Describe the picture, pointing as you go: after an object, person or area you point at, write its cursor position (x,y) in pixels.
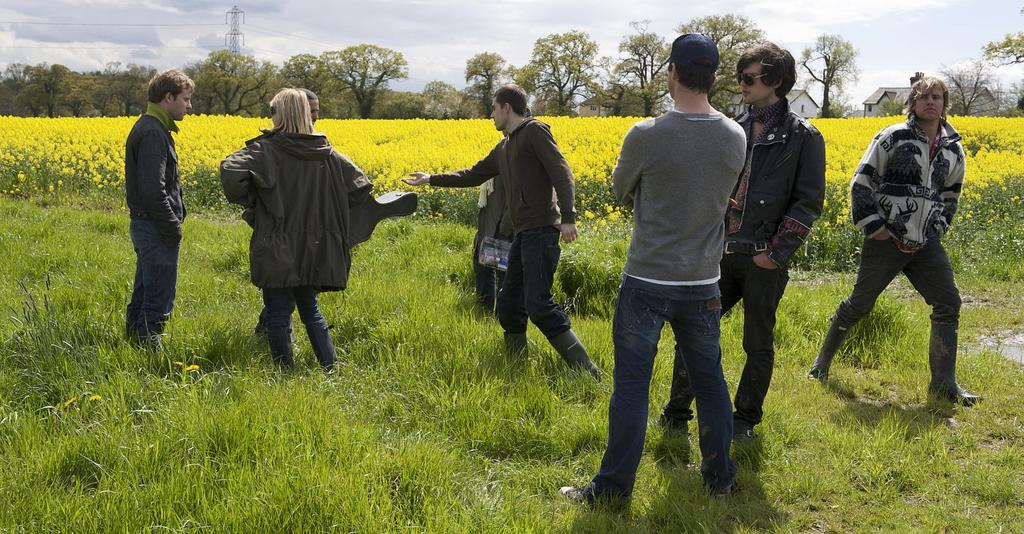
At the bottom of the image (302,459) on the ground (49,373) there is grass (49,373). There are few people (306,181) standing on the grass (12,368). Behind them there are flowers (76,155) and plants (1019,145). In the background (403,61) there are trees (222,55), buildings (878,95) with roofs (865,101), walls (808,108) and windows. And also there is a tower (230,45) with wires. At the top of the image (963,44) there is sky (510,47).
